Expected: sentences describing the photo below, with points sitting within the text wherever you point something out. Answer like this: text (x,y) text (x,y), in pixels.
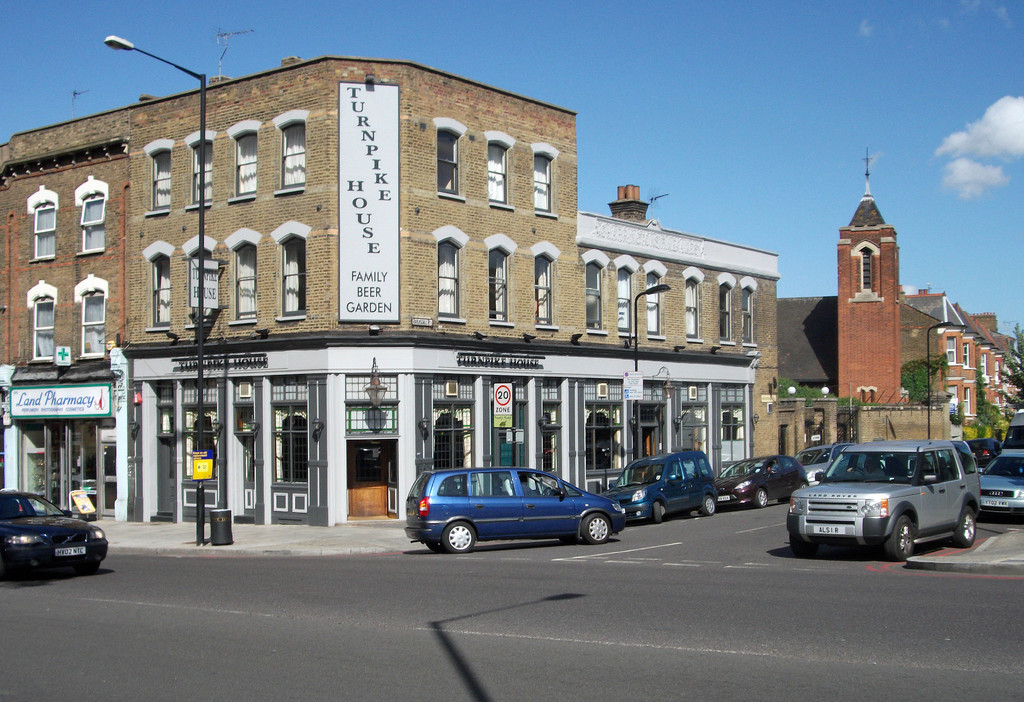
In this image, we can see some buildings (767,259) beside the road (428,596). There is a pole (203,362) on the left side of the image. There some vehicles (610,502) on the road (839,548). In the background of the image (732,95), there is a sky (685,96).
